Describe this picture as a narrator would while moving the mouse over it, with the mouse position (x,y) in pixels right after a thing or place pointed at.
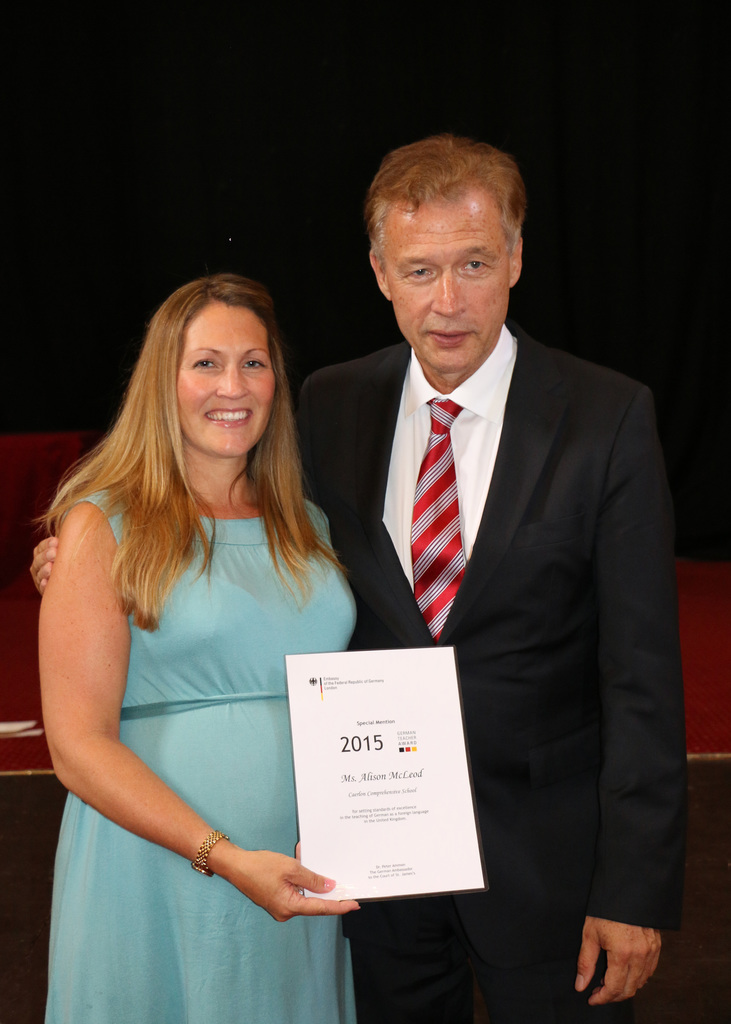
In this picture I can observe a woman (157,683) and man (495,571). The woman (151,480) is smiling. The background is dark.
